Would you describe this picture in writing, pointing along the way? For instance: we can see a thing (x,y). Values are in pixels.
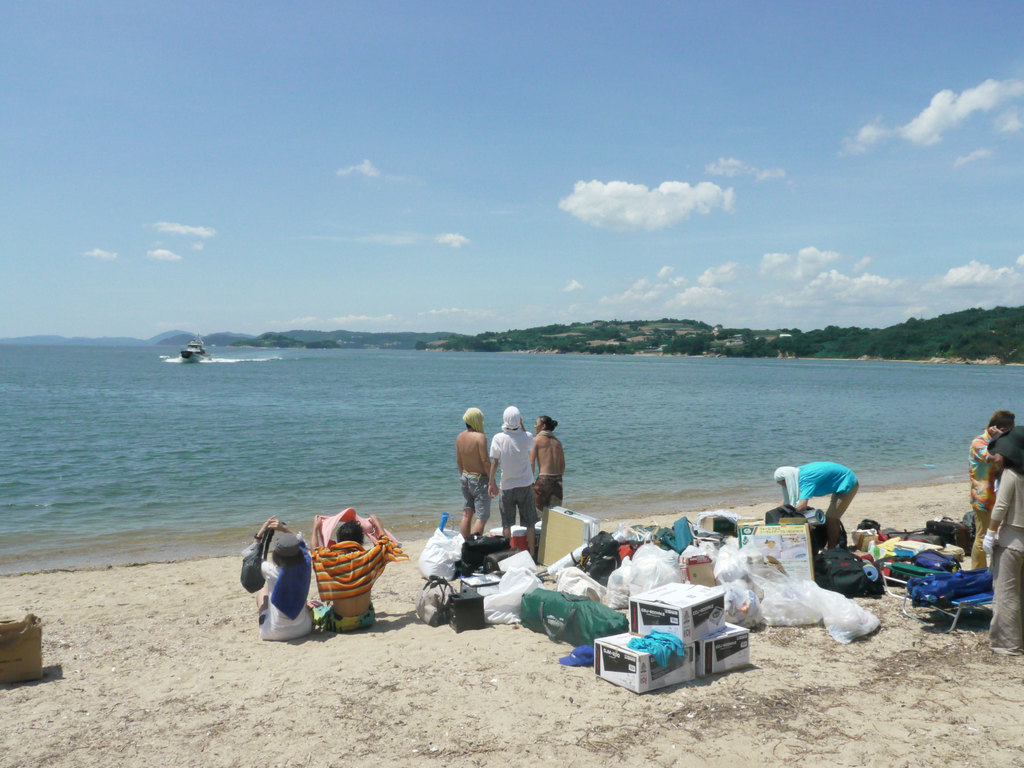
In this image, there are a few people (833,504). We can see the ground (166,625) with some objects (660,584) and cardboard boxes (696,631). We can also see some water (248,370) with an object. We can see some hills (1006,357) and the sky (746,290) with clouds (705,271).
